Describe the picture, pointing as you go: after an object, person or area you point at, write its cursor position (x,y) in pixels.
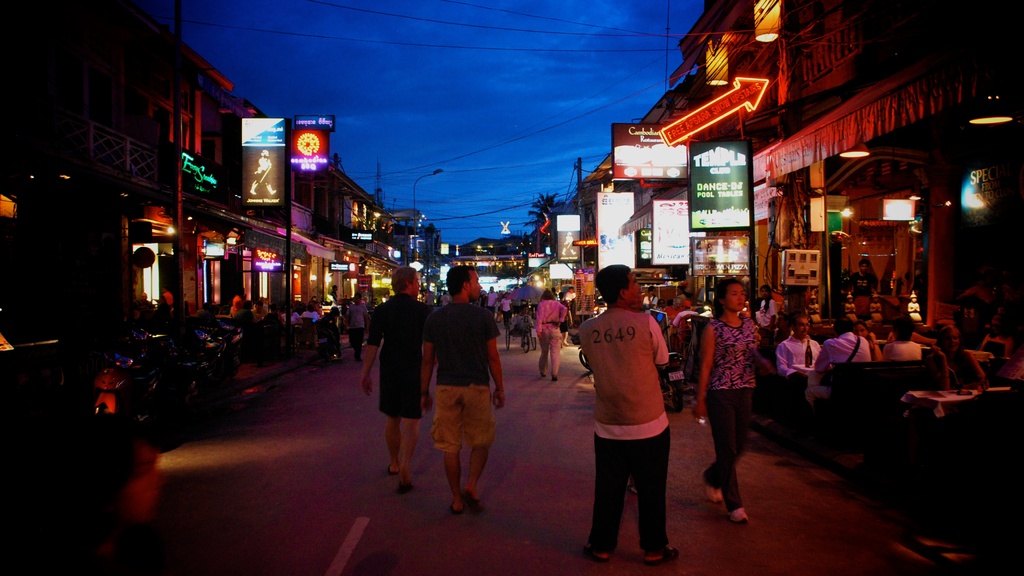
The picture is taken outside a city (808,232) on the streets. In the foreground of the picture (461,305) there are people (468,404), tables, chairs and vehicles (155,389). On the background (682,186) there are hoardings (707,195) and buildings (532,243), trees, lights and cables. Sky (505,115) is cloudy.
